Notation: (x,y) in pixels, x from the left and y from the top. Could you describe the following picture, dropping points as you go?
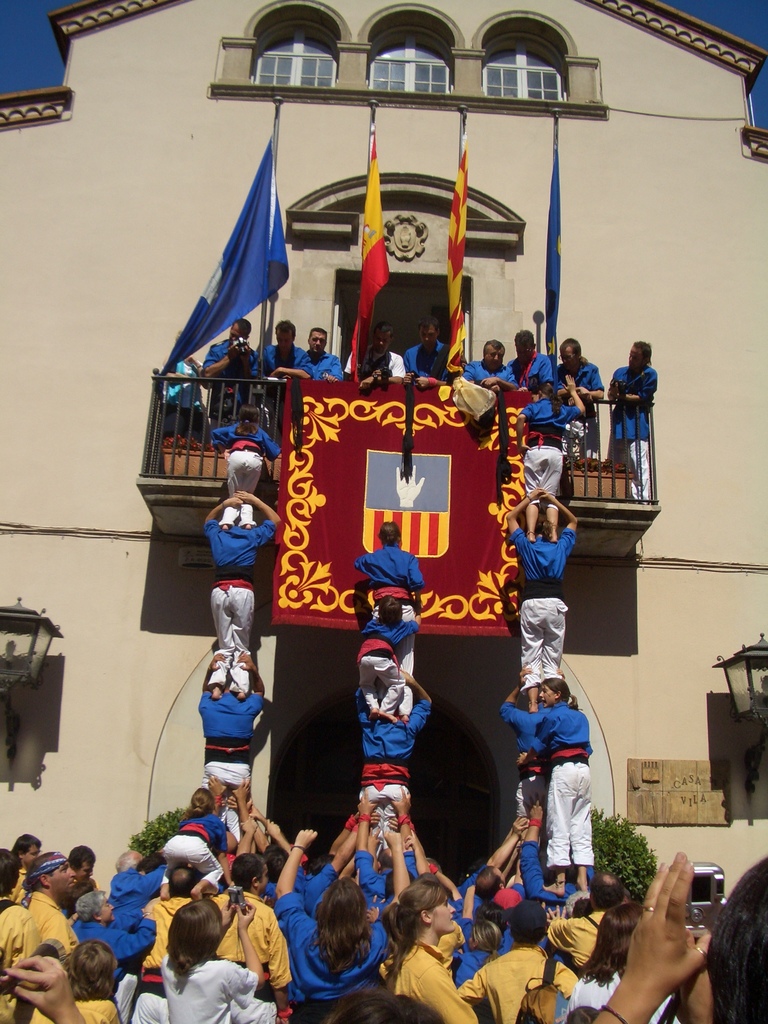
In front of the image there are a few people (294,873) standing. In front of them there are human pyramids (216,444). In front of them there is a building (314,238) with a few people (316,349) on the balcony (172,523) with metal rod fence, on the balcony (270,426) there is a banner (356,498) and there are flags (373,270). In the building (22,325) there are lamps (1,667) and glass windows (279,52). At the top of the image (14,36) there is sky (27,37).
